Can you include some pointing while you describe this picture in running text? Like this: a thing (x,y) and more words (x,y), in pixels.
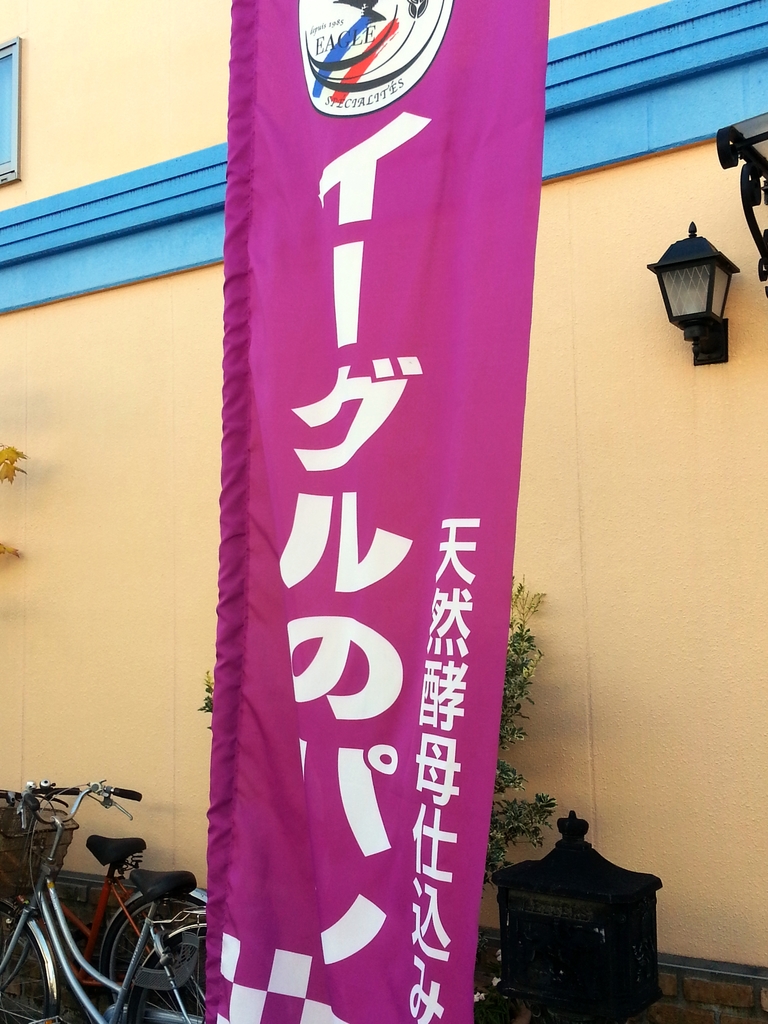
This is a banner (398,456) hanging. I can see two bicycles (115,847), which are parked. This looks like a wooden object (514,986). I think this is a tree (510,716), which is behind the banner (439,677). This looks like a lamp (697,281), which is attached to the building wall (635,181).
